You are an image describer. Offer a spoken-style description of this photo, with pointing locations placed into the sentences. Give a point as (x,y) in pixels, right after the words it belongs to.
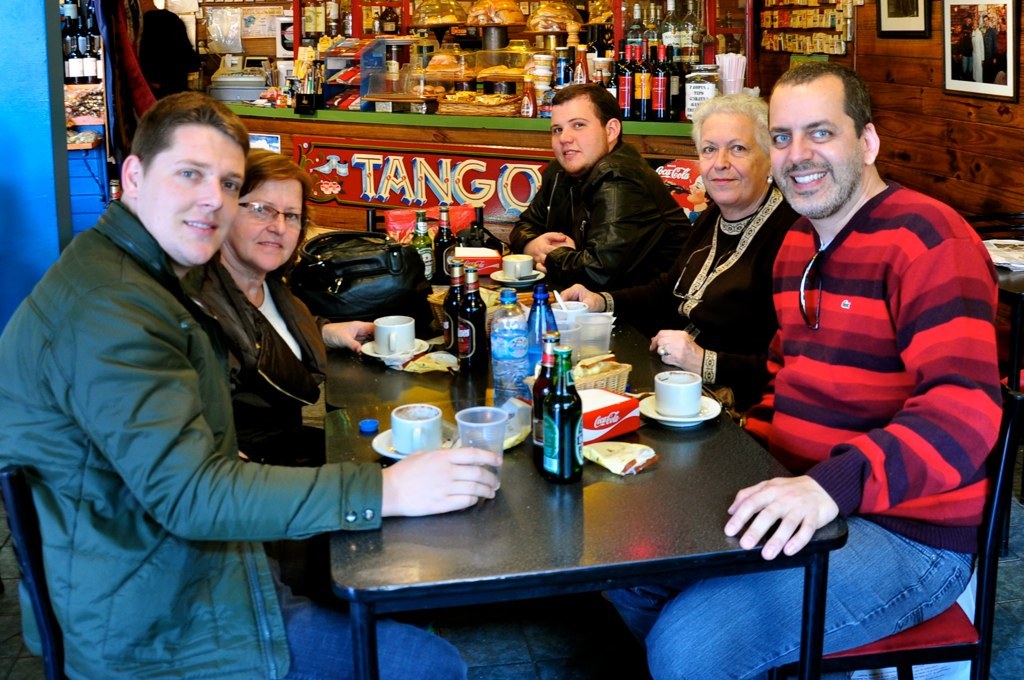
This images clicked in shop (639,130) where there is a table (452,378), there are chairs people (145,400) are sitting around that table (564,522) there are two women (670,272) and three man (609,258) on the table (561,506) there are bottles (549,468), cups (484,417), glasses (489,435), boxes (634,418), bags (414,268). Behind them there is a shop (488,193), in that shop (366,63) there are so many wine bottles (634,110). There is a photo frame (975,66) on the top right corner (981,49).
